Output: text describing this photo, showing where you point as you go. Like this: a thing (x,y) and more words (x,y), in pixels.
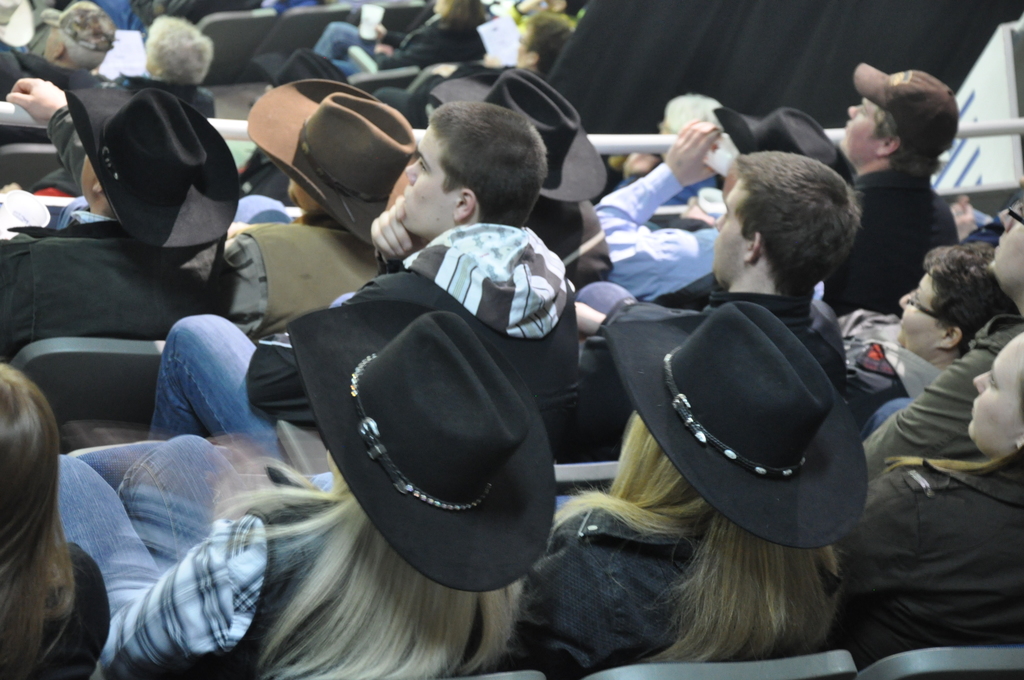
In this image I can see the group of people (469,307) sitting. I can see these people (386,366) are wearing the different color dresses (438,303) and few people (367,428) with the black and brown color hats (363,155). To the right (772,63) I can see the black color cloth (858,54) and the board (995,116).
